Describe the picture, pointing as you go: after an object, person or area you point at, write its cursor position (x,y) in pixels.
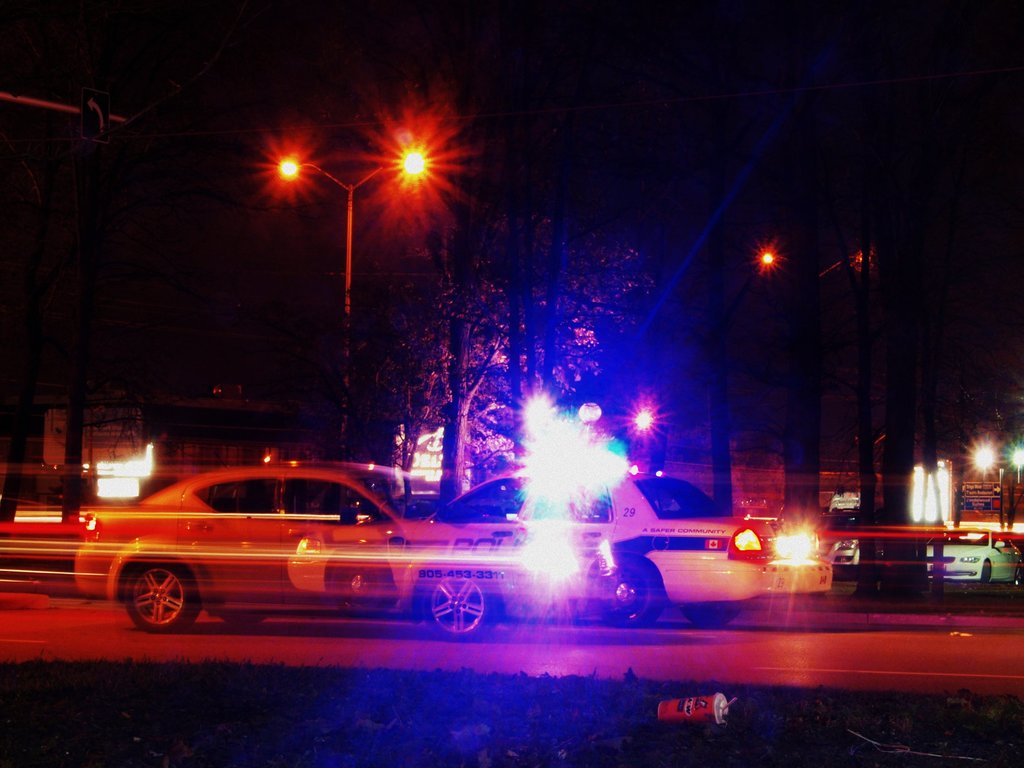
In this image we can see few vehicles (562,543). There are few street lights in the image. There is a grassy land (773,699) at the bottom of the image (732,687). We can see a container (720,702) on the ground (685,696) at the bottom of the image (673,700). We can see many trees (383,363) in the image. There is a board (104,119) at the left side of the image (100,132).
